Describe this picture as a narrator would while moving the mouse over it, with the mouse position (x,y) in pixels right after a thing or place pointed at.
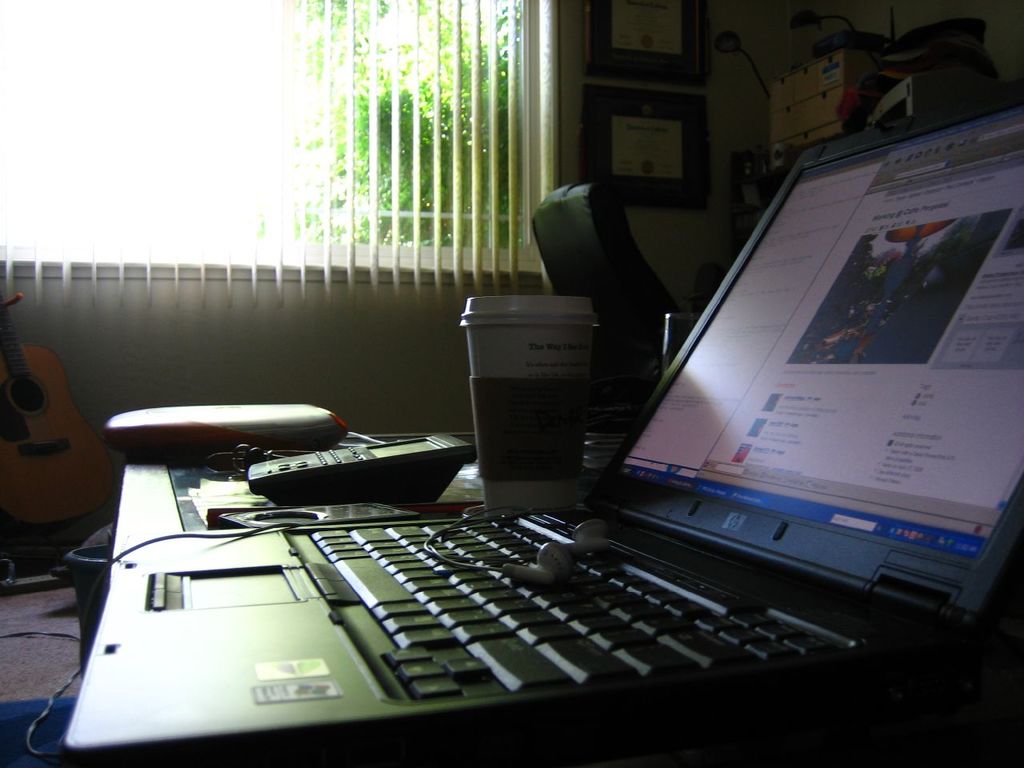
In the image in the center (650,451) we can see table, on table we can see laptop (854,491), earphones (565,555) etc. Back we can see window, photo frame (703,175), machine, wall (691,223), trees (408,108), guitar (67,403) etc.
